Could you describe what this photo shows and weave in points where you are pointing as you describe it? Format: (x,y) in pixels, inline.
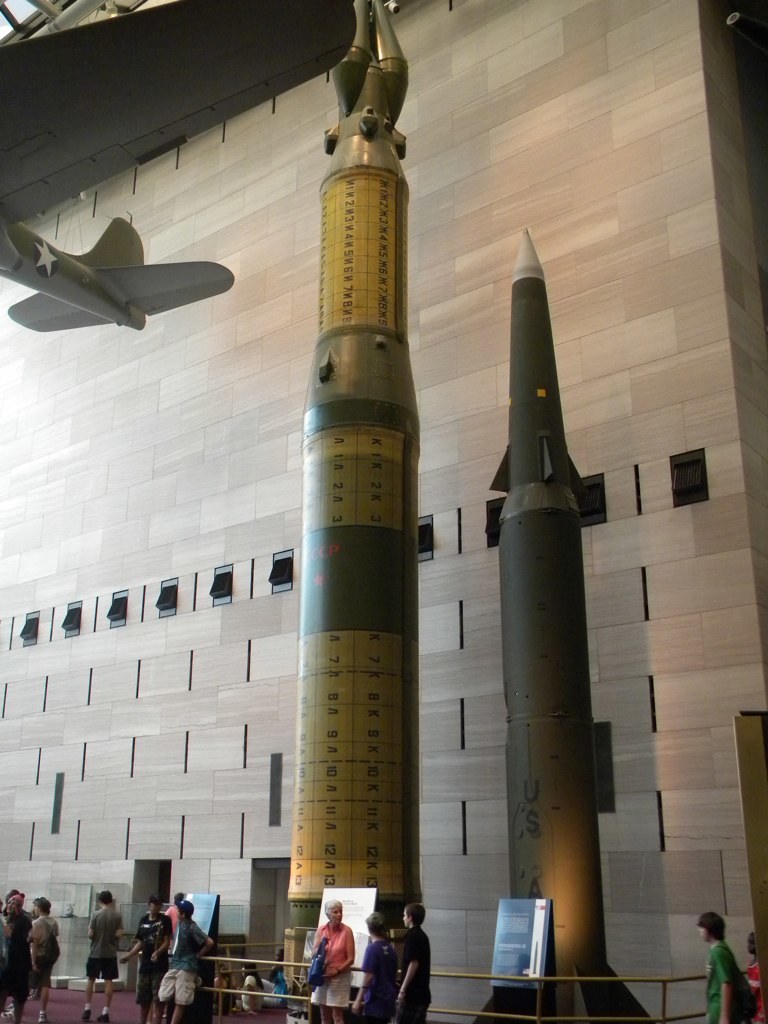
In this picture, those are looking like rockets (344,749). In front of the rockets (342,811), there are boards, people (188,973) and railing (522,1019). In the top left corner of the image (45,256), there is an aircraft (20,256). Behind the rockets (320,714), those are looking like vents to the wall (308,157).
